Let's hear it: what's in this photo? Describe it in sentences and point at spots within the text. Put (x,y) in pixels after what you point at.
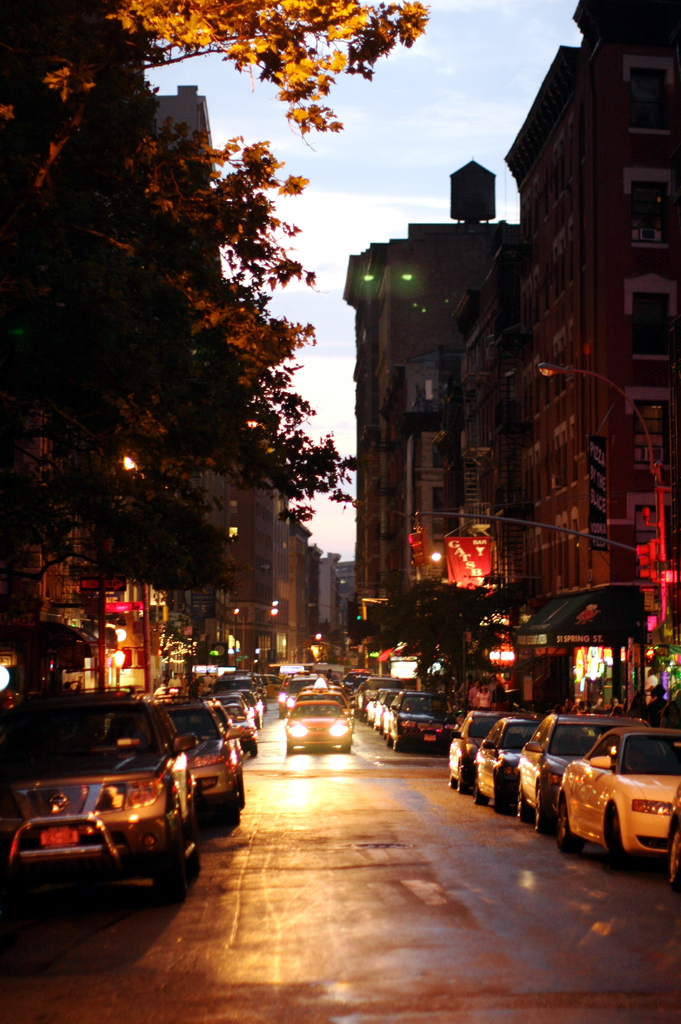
In this image I see the buildings (606,70), trees (41,116) and I see many cars (344,728) on the road (56,1003). In the background (544,27) I see the sky (500,14).
